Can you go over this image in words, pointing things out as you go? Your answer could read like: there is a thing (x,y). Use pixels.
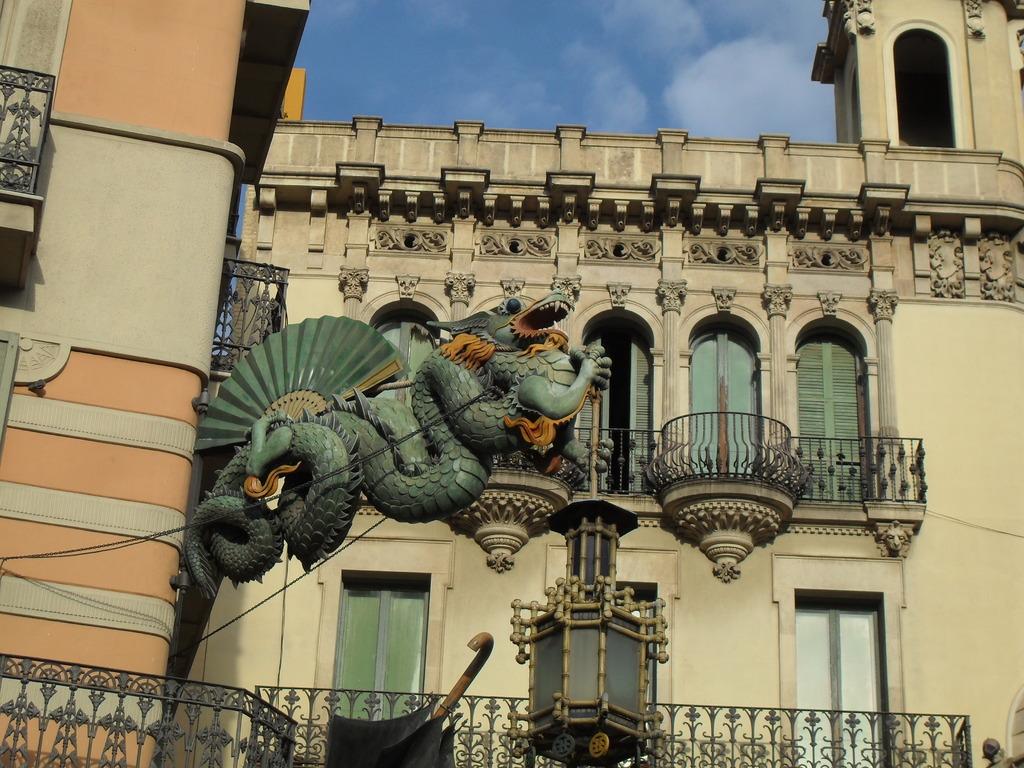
In this image we can see a few buildings (442,319), there are some windows (646,400), doors (694,398), grills (169,702), fence (23,751), pillars (677,303) and a sculpture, in the background (509,46) we can see the sky (339,12) with clouds (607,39).
